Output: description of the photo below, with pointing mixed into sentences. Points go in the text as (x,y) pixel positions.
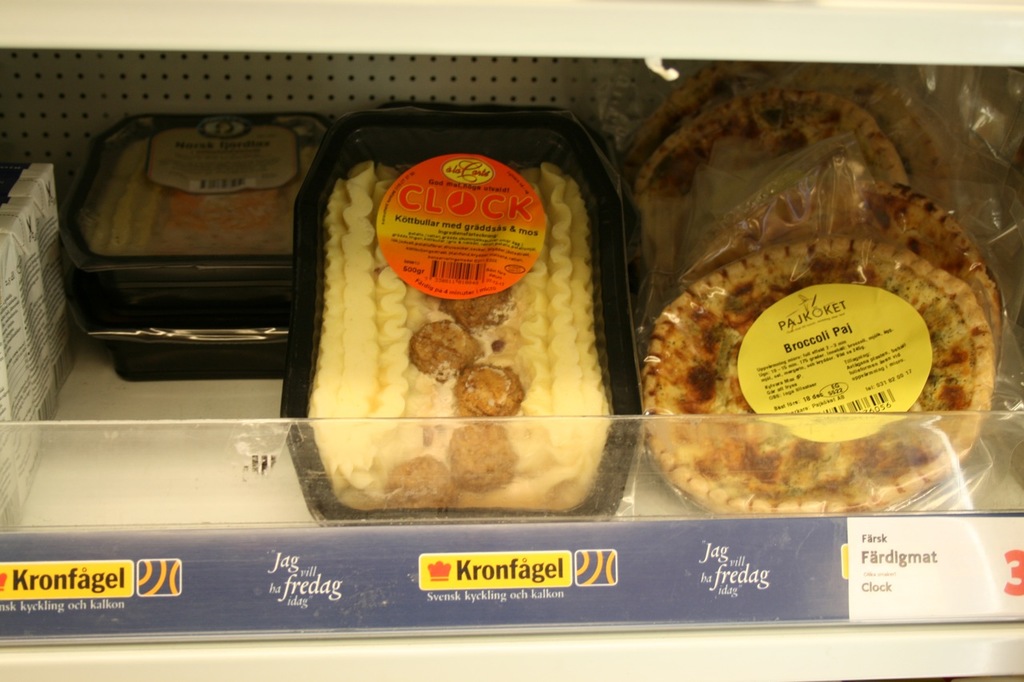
In this picture we can see some eatable item boxes (437,288) are kept in a shelves (96,417).
